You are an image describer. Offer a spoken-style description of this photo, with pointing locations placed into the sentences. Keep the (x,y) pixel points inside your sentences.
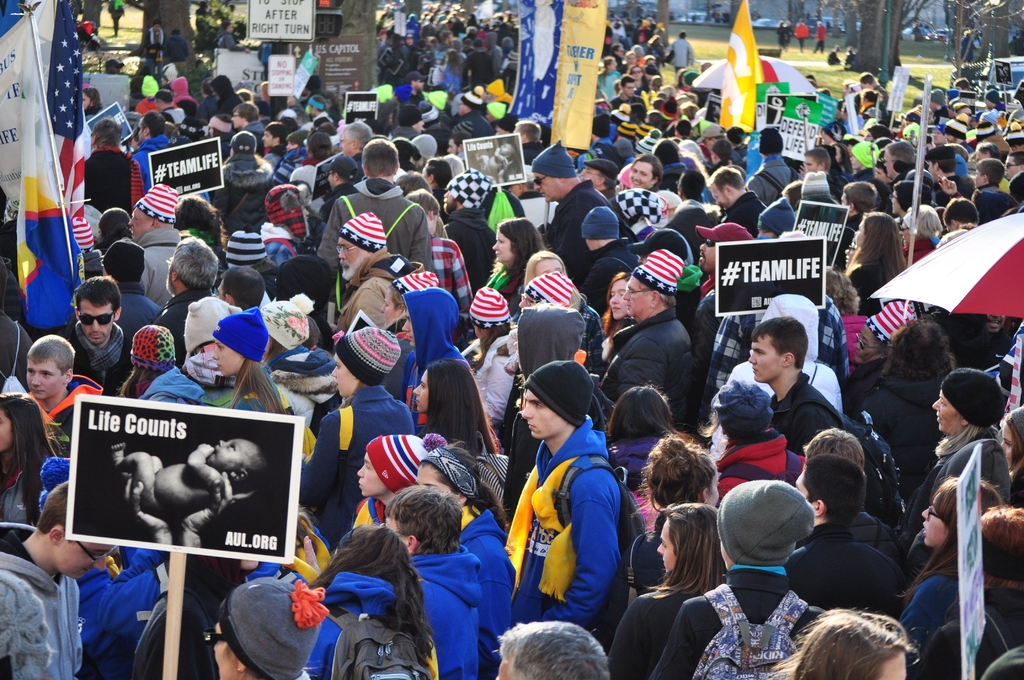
In this image I can see the group of people (609,314) with different color dresses (489,418). These people (423,443) are wearing the caps (380,458). I can see the black color boards (173,413) in-between these people (340,326). To the right (948,275) I can see the umbrella (948,285). In the background (373,38) I can see the flags (16,33), many banners (566,68) and also trees (825,4).
